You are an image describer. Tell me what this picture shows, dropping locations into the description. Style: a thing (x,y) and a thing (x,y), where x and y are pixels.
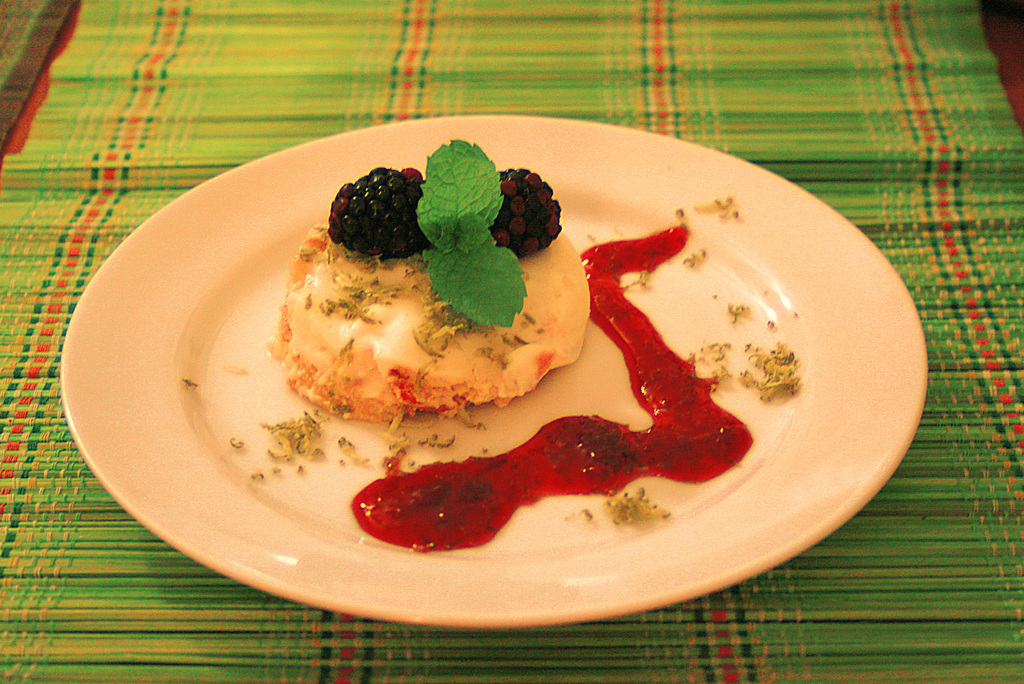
In the image there is some dessert (459,255) decorated with berries (552,210) and served on a plate (619,240), beside the dessert (571,295) there is some sauce (683,437), the plate (311,494) is kept on a mat (130,628).
